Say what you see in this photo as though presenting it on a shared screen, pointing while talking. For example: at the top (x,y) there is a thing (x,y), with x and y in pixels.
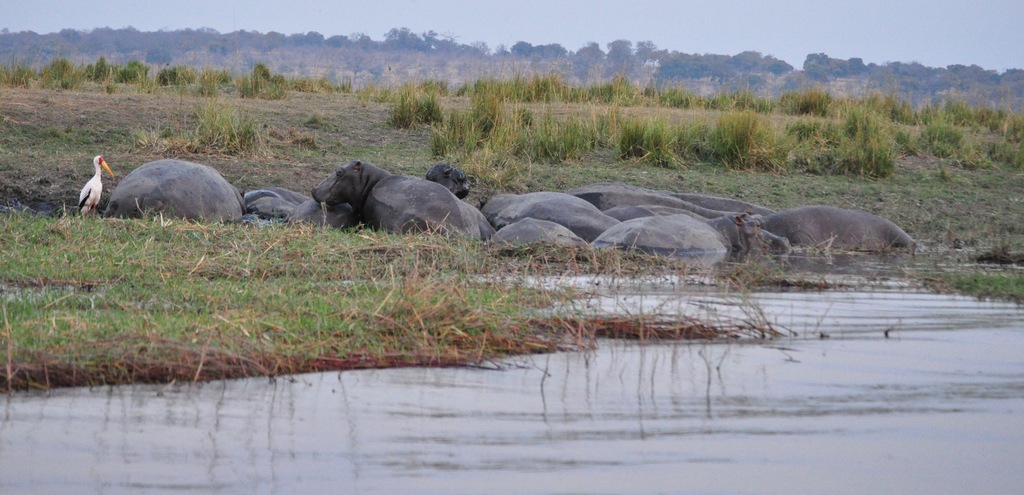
This is an outside view. At the bottom (366,393), I can see the water (264,405). In the middle of the image (508,222) there are few animals (609,211) in the water (783,257). On the left side (95,193) there is a crane (90,186) on the ground (73,229). In the background (218,99), I can see the grass (501,119) and trees (158,35). At the top of the image (667,15) I can see the sky (640,31).
